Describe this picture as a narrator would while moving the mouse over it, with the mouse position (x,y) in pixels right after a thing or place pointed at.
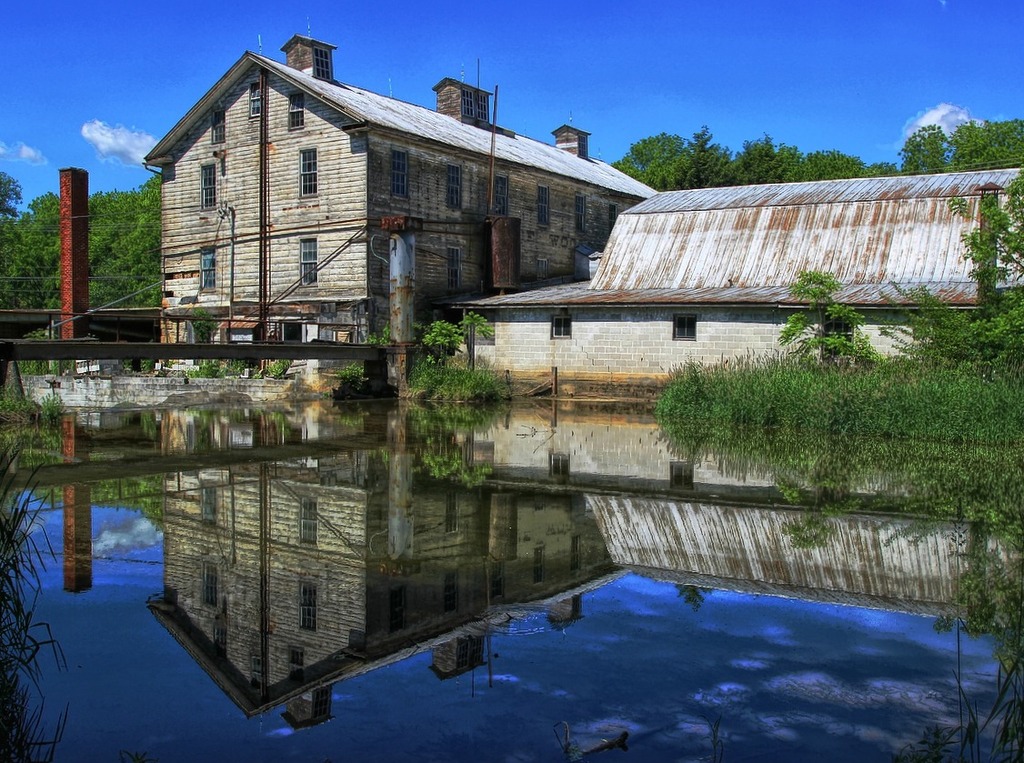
In this image there is a river (408,581), above the river (408,610) there is a metal structure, there are building (719,227), trees (836,284) and the sky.
